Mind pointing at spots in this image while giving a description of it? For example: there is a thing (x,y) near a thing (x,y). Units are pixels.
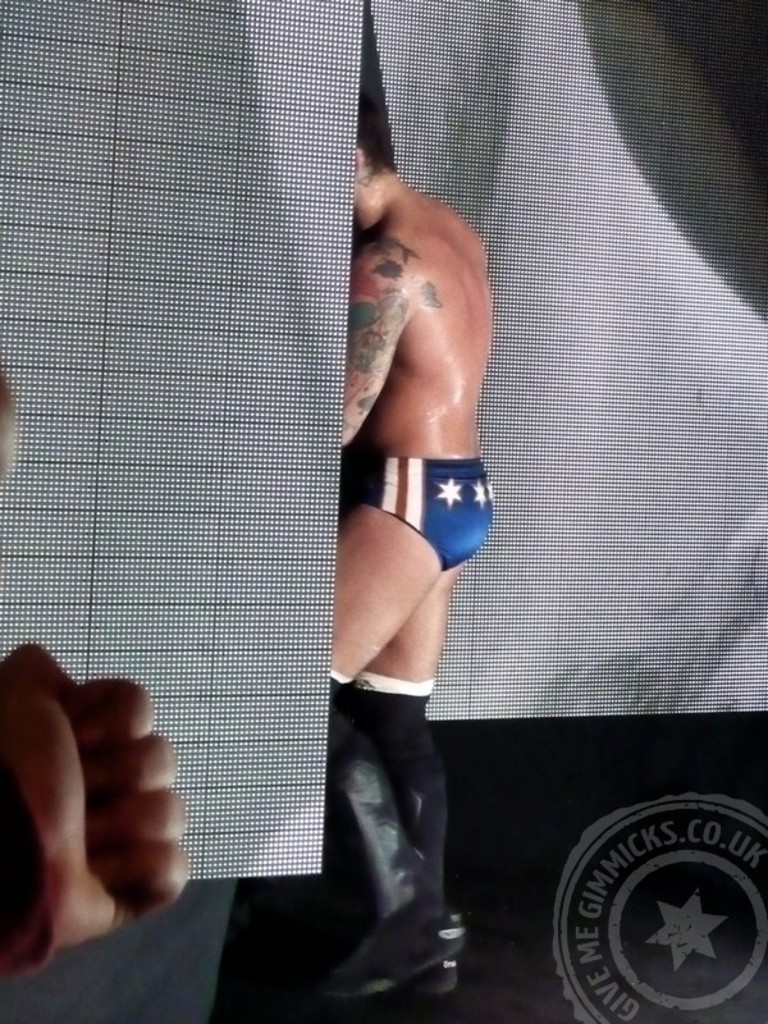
In this image we can see curtains (727,244) and a man (451,520) is standing. There is a logo (690,943) in the right bottom of the image (645,886). We can see a human hand (127,828) on the left side of the image (111,842).
